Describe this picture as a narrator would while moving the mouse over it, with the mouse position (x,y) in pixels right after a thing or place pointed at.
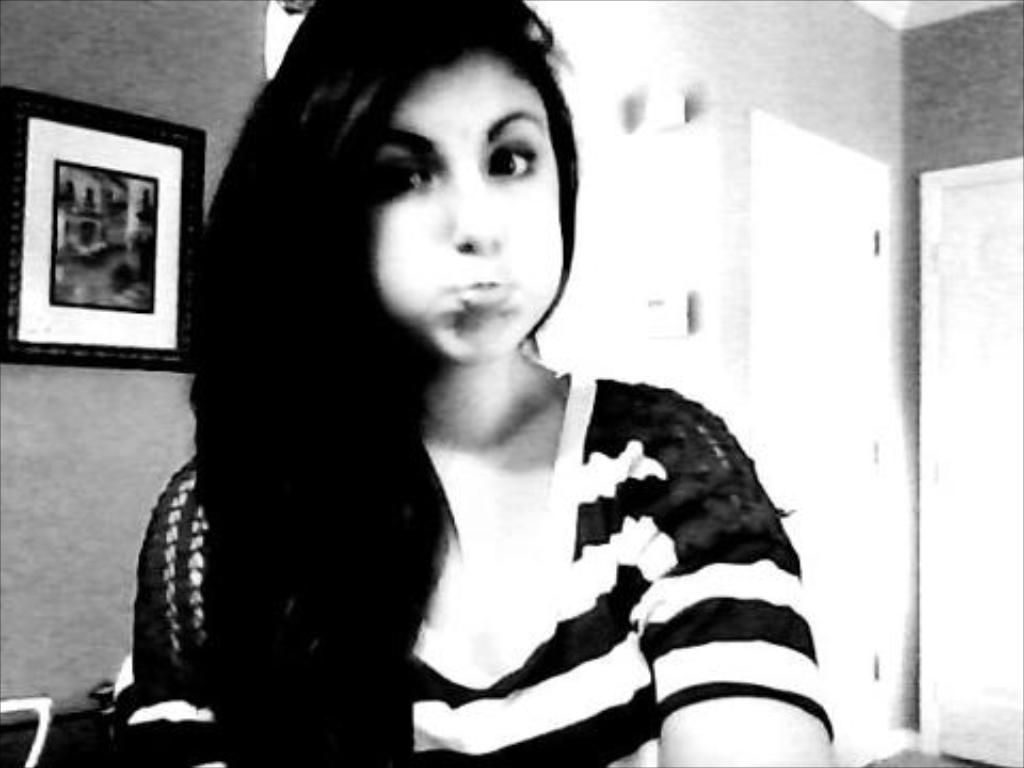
In this picture we can observe a woman (332,295). On the left side (145,265) we can observe a photo frame (110,219) fixed to the wall (76,473). We can observe a door (813,525) on the right side (788,460). In the background (944,74) there is a wall (760,70). This is a black and white image.
